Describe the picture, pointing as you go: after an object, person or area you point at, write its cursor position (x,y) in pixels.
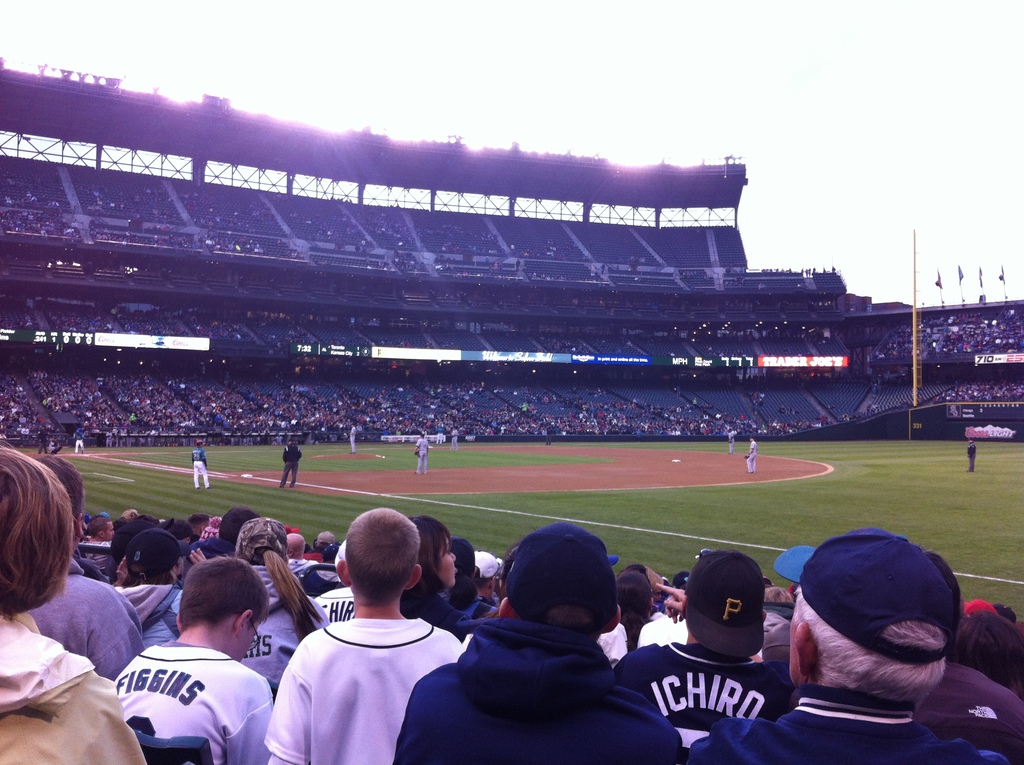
In this picture we can see group of people (310,615), few people (375,425) are seated in the stadium (163,430) and few people (426,469) are playing game in the ground (651,491), in the background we can see few flags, metal rods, hoardings (991,359) and a pole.
